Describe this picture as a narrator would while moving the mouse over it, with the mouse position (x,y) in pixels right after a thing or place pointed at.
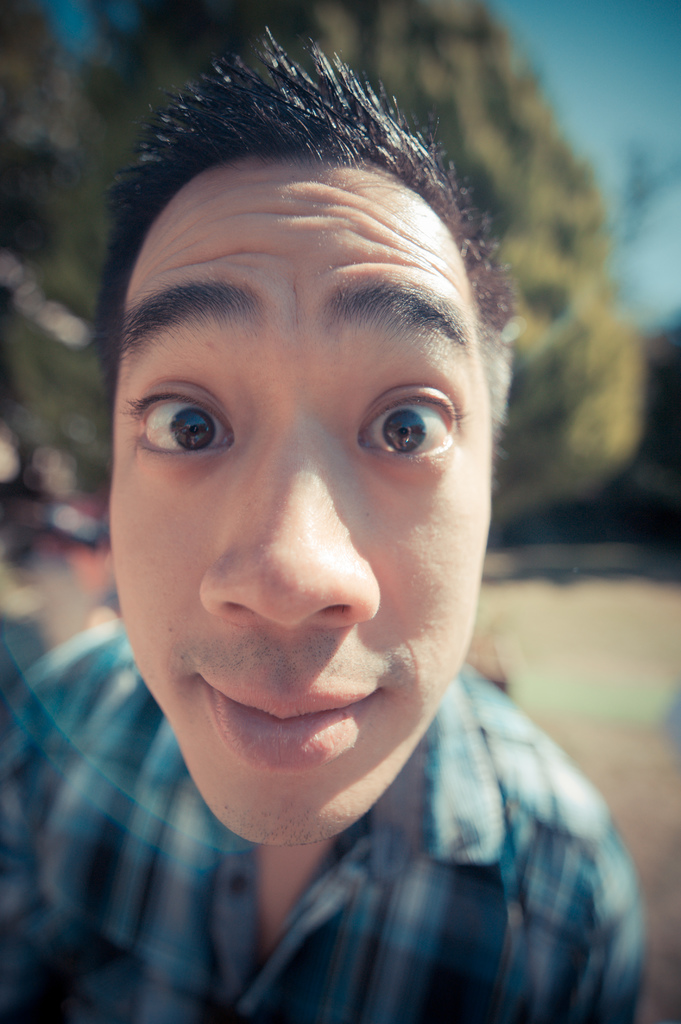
In the picture we can see a man (286,735) and standing and he is with blue color checks shirt (64,1000) and behind him we can see a tree (20,121) and a sky (680,142) beside it.
